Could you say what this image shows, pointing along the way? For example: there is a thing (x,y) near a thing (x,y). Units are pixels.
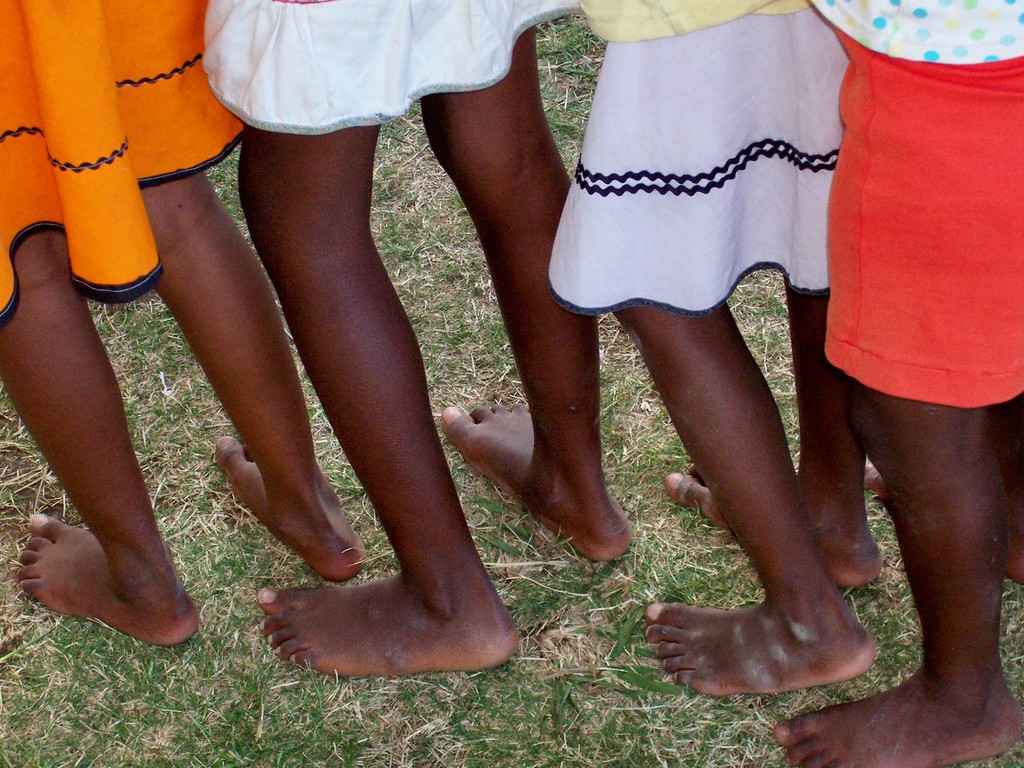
In this image we can see a few people (397,550) standing on the ground (635,439) and they are truncated.
